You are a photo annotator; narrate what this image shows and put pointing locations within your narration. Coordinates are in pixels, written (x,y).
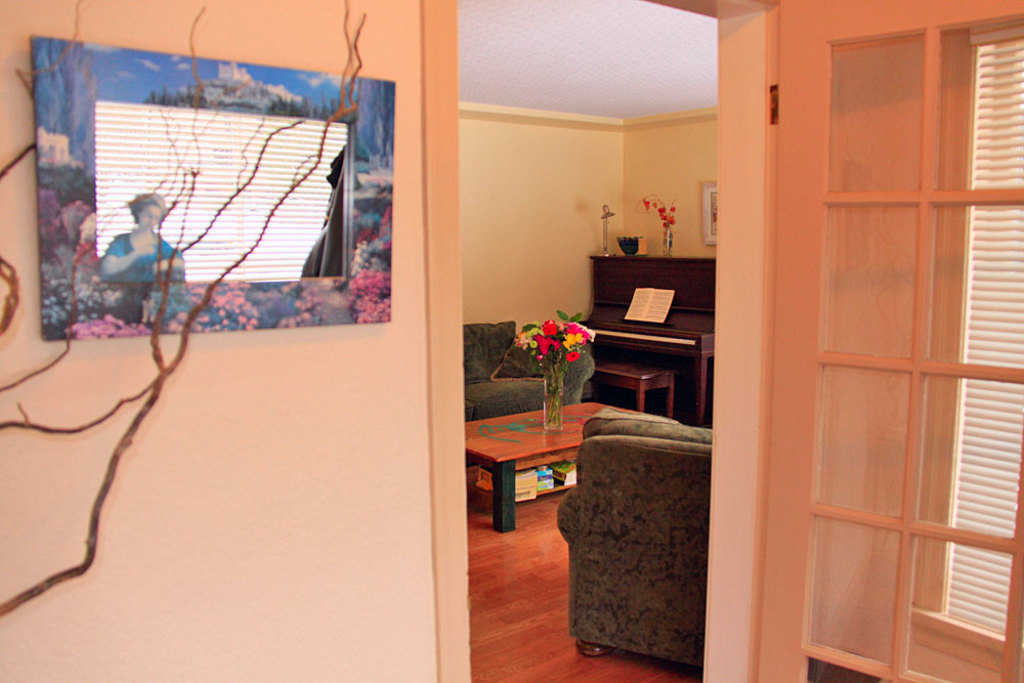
In this picture to the right side (869,304) there is a door (800,360). Inside the room (650,475) there are two sofas (631,495). In between two sofas (593,478) there is a table (523,430) with flower vase (550,405) on it. To the corner there is a piano (645,335) and a bench (628,371), a book (651,312). On the table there is a flower vase (664,225). And to the left side wall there is a frame (257,202).
